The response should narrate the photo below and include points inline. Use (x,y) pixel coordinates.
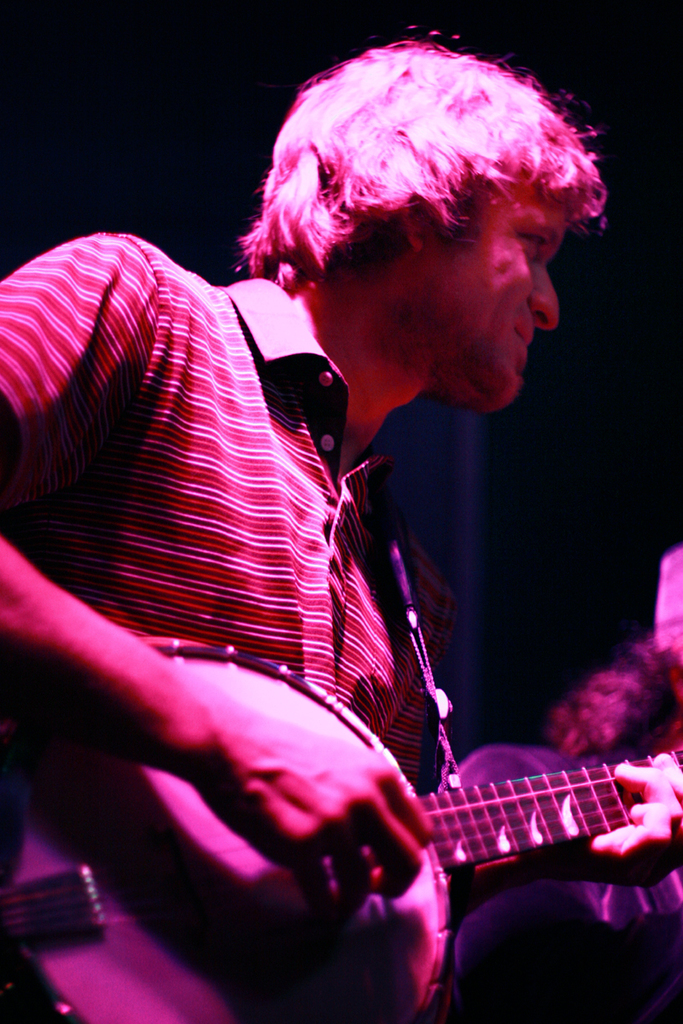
In this picture a guy (372,360) is playing a banjo (513,788), the picture is taken in a concert. To the right side of the image (655,673) there is a person (613,707) standing.
